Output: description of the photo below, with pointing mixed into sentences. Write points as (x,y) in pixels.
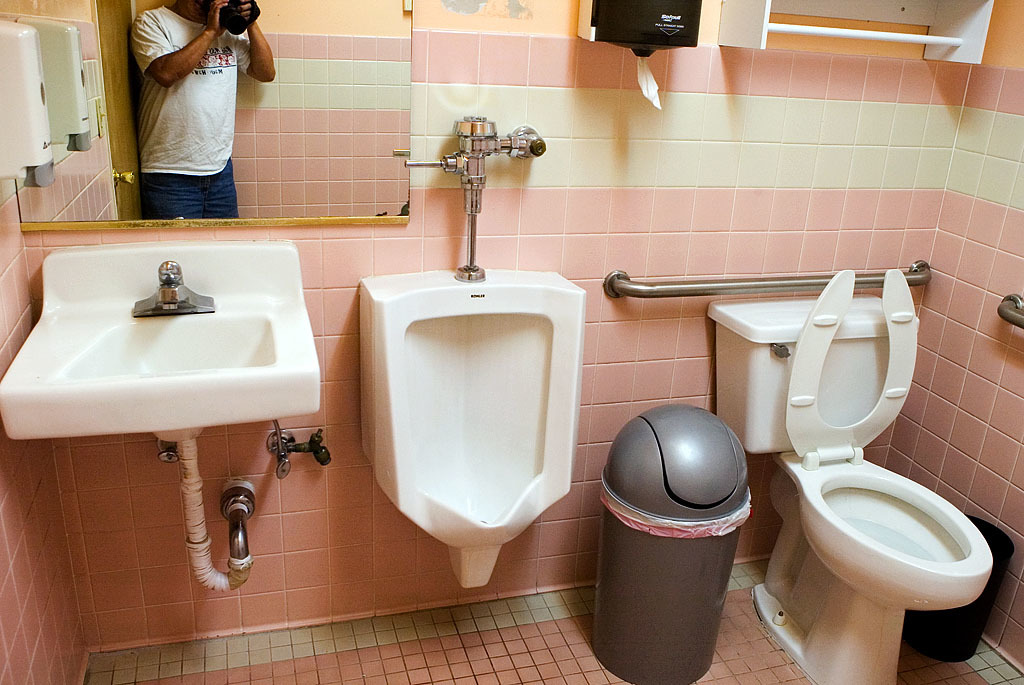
This picture is clicked inside the room (704,390). On the right (840,377) we can see the toilet seat (858,376) and we can see the wash basin (264,376) and we can see a tap (153,299) attached to the wash basin (229,296) and we can see the dustbins (609,498) are placed on the ground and we can see a urinal (523,470) and some other objects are attached to the wall (721,152) and we can see a wall mounted mirror (393,132) in which we can see the reflection (259,79) of a person (210,81) wearing white color t-shirt (216,94), holding some object (231,15) and standing and we can see the reflection (122,34) of a wooden door (122,34) and we can see the metal rods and some other objects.
